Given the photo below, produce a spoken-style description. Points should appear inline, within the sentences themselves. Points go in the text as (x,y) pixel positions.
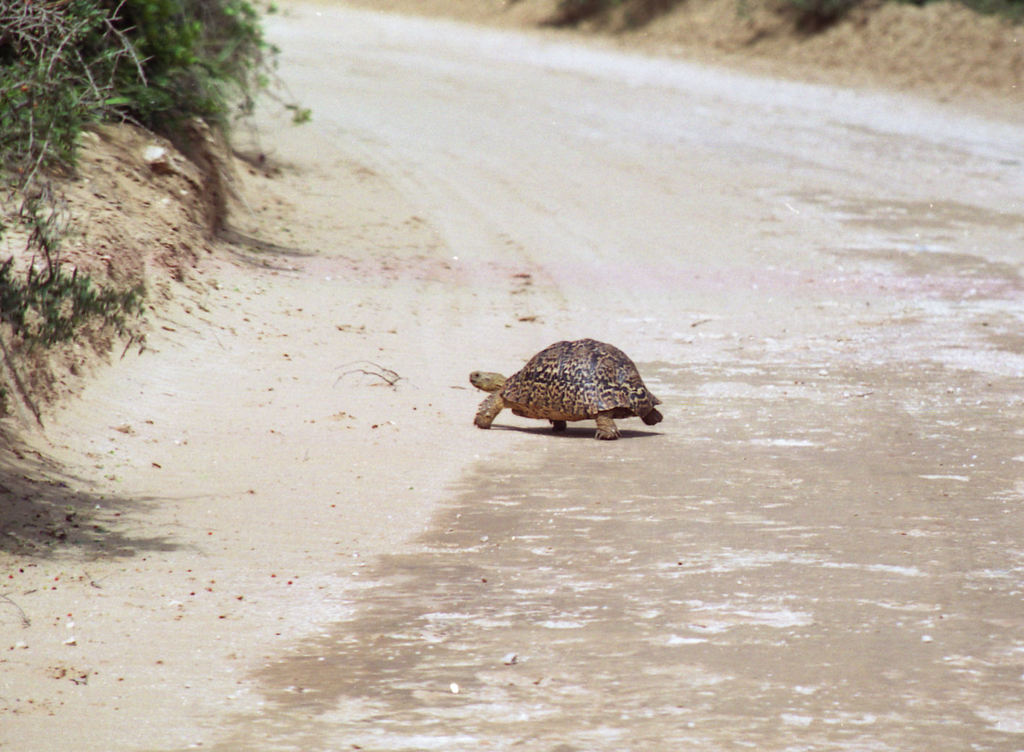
In this picture we can see a tortoise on the ground (541,160) and in the background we can see trees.
